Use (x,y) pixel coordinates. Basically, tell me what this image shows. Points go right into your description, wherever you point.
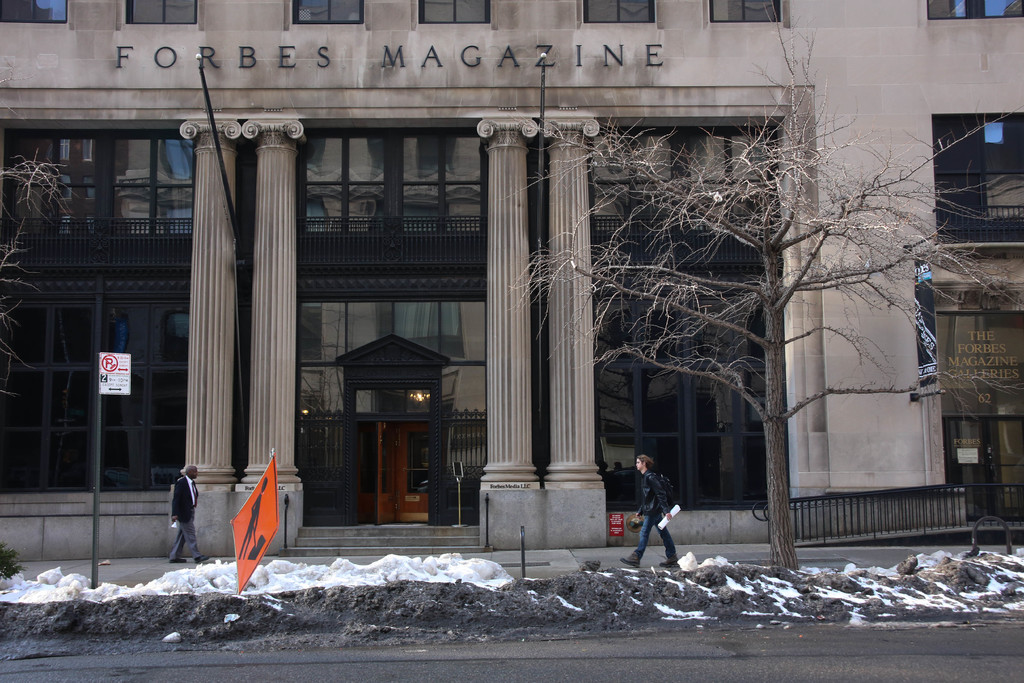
In this image two persons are walking on the pavement (830,560). There is some snow (305,605) on the land (793,576) having tree (784,547). Left side (113,355) there is a pole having a board (124,369) attached to it. Background (15,504) there is a building (396,265). Bottom of the image (764,634) there is road (715,662). Left side there is a tree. Right side (830,500) there is a fence (885,524).
